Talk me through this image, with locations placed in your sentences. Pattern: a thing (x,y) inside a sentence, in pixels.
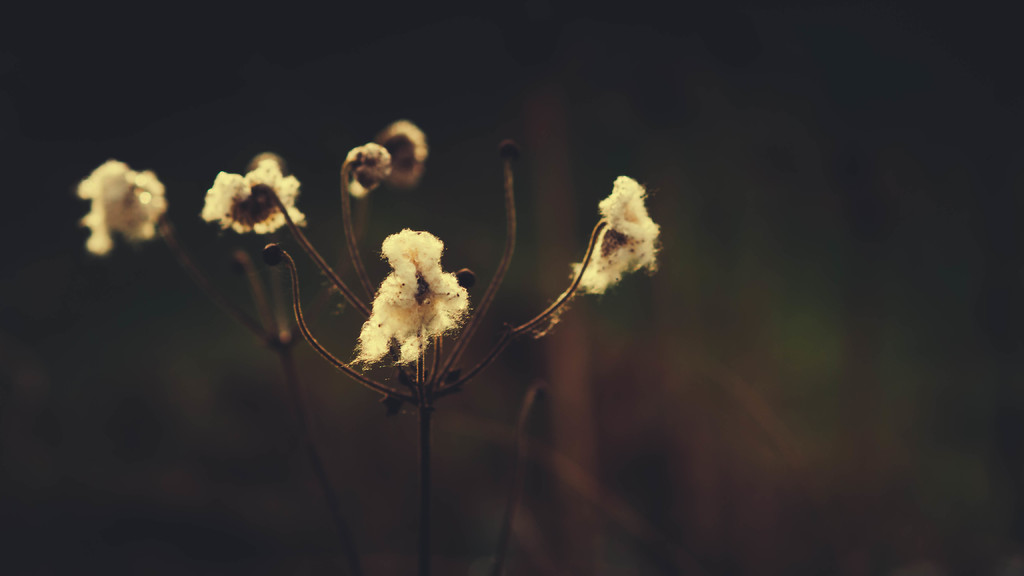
In the foreground of this picture (343,188), there is a cotton plant (419,273) and the background (411,46) is blurred.
